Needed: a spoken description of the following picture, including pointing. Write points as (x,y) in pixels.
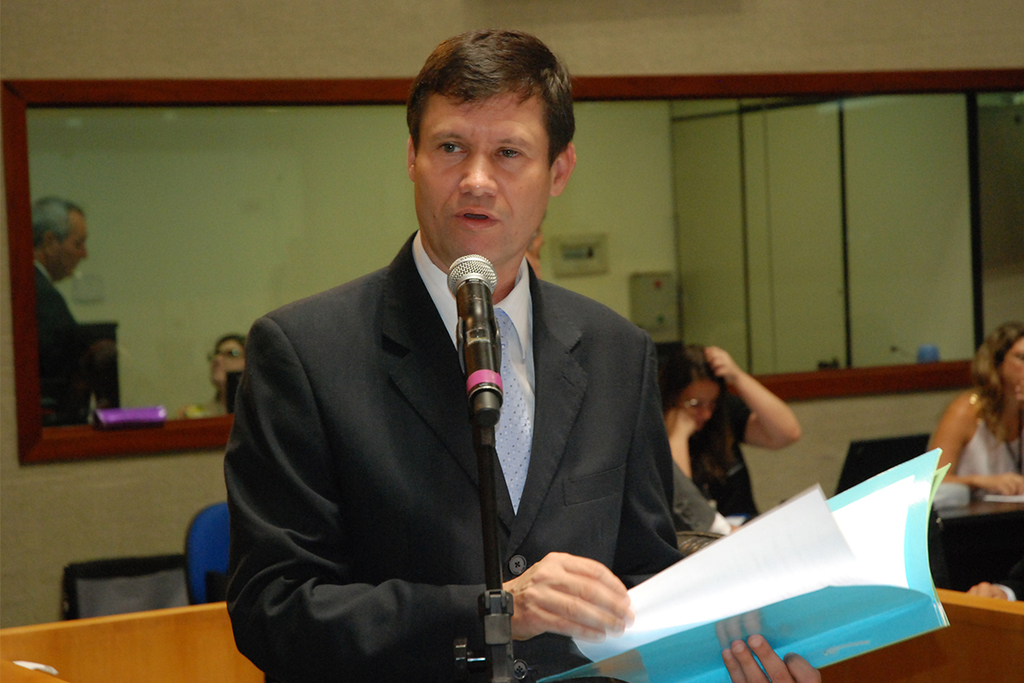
In the picture we can see a man (297,465) standing, he is wearing a black color blazer (621,333) with white shirt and talking in the microphone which is in the stand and holding some file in the hand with some papers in it and in the background (1000,425), we can see some people (987,429) are sitting in the chairs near the desk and behind it we can see a wall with a mirror (702,265) to it.
